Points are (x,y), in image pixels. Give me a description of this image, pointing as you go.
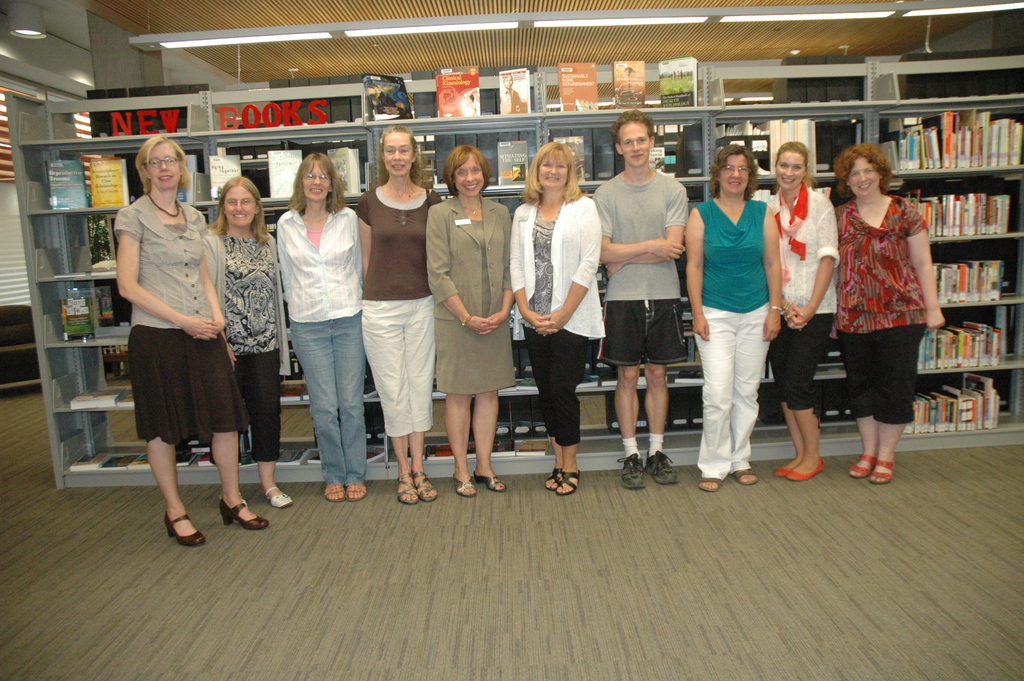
In this image there are group of people (453,231) who are standing side by side on the floor (419,574). In the background (227,127) there are racks (998,176) on which there are books (953,132). At the top (180,25) there is ceiling (182,9) with the lights (301,39).
